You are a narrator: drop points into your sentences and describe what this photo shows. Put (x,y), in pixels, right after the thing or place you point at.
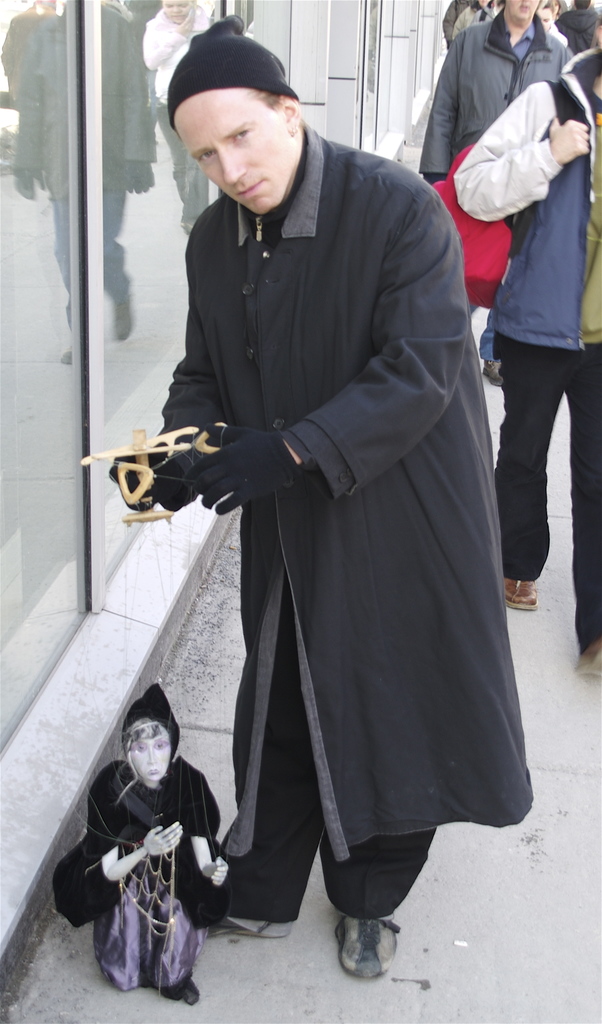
In this image, we can see persons (515,266) wearing clothes (429,401). There is a person (344,464) in the middle of the image (289,504) holding a toy (146,808) with his hand (161,466) next to the glass window (160,292).
